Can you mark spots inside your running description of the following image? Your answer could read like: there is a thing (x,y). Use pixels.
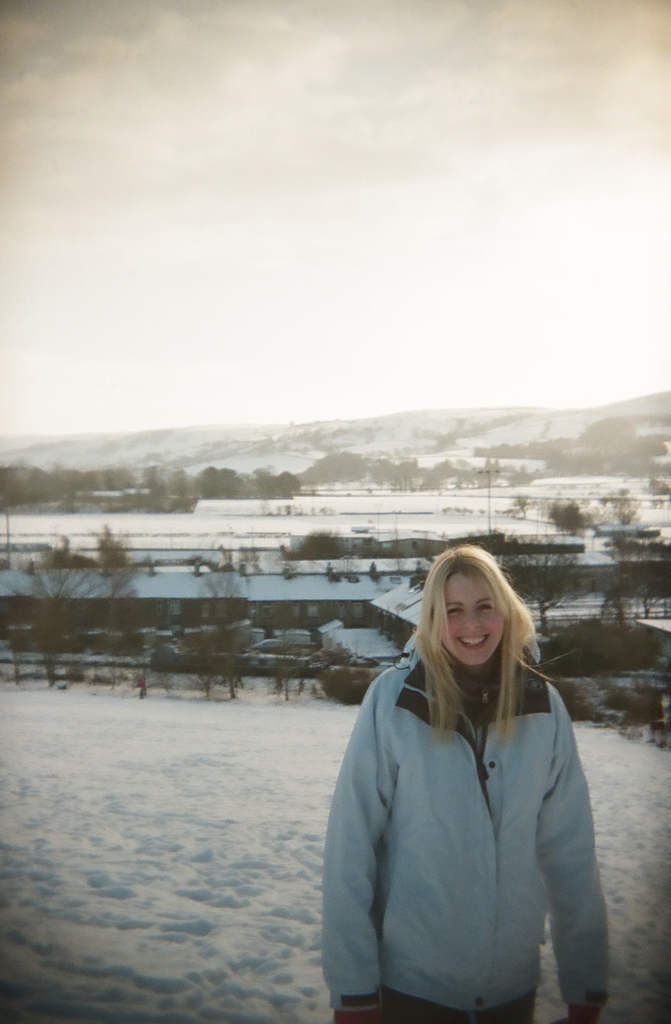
In this picture I can see a woman (444,756), she is smiling, in the middle (297,453) there is the snow (670,920), in the background (75,650) there are vehicles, buildings (367,609) and trees (221,621). At the top (379,183) I can see the sky (219,276).
